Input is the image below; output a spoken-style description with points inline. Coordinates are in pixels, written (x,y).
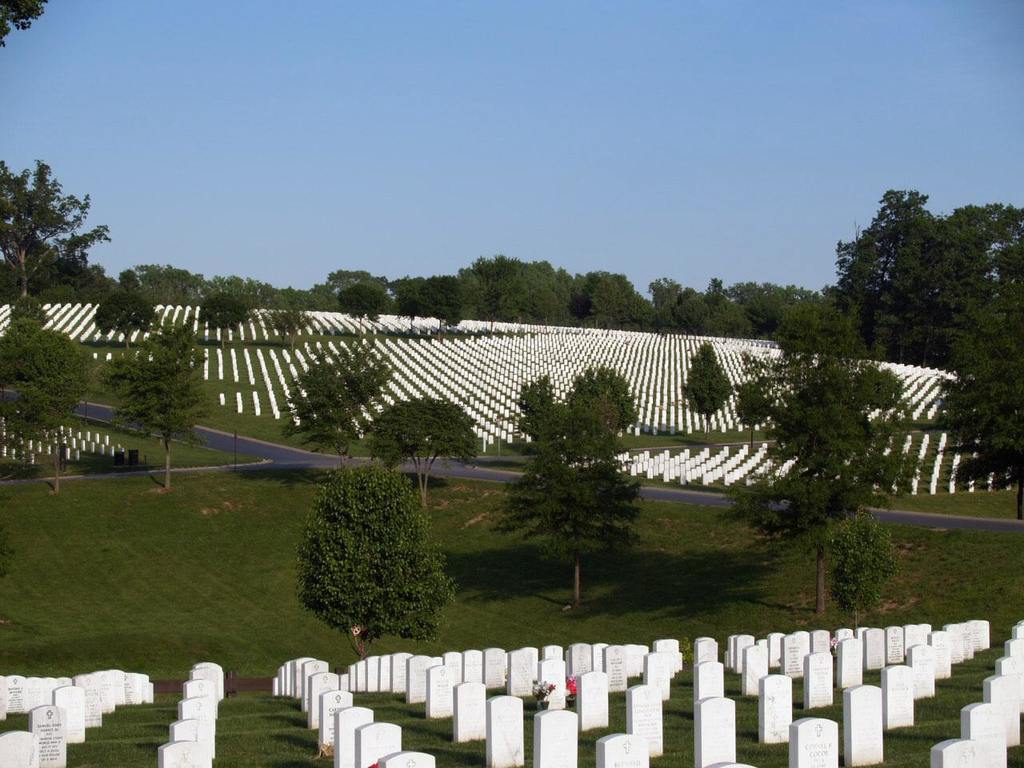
In the image we can see there is graveyard (498,731) and the ground (394,694) is covered with grass (225,499). Behind there are lot of trees (227,283) and there is clear sky (400,160).
